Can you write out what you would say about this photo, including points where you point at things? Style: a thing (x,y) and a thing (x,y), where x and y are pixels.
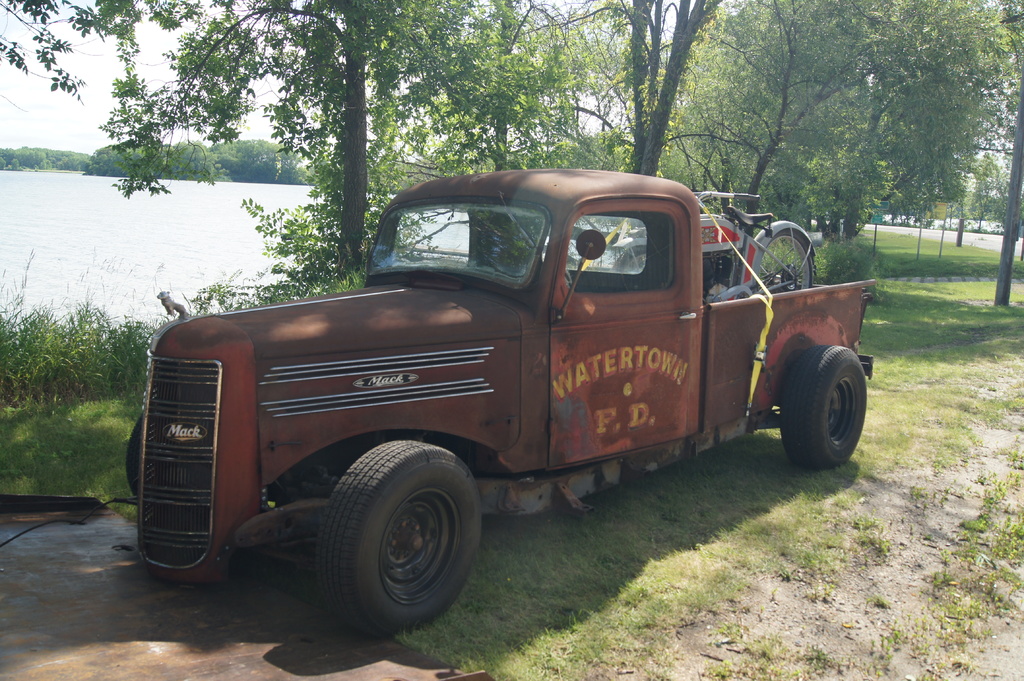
In this picture there is a vehicle (606,338) in the foreground (590,339) and there is text (601,419) on the vehicle (615,408) and there is a motor bike (753,224) on the vehicle (751,327). At the back (917,40) there are trees (527,85) and there are poles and there is a board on the pole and there is water (228,238). At the top (24,143) there is sky (145,35). At the bottom (673,570) there is grass (673,570) and there are plants (41,367). At the bottom left (104,621) there is a metal object (116,610).
